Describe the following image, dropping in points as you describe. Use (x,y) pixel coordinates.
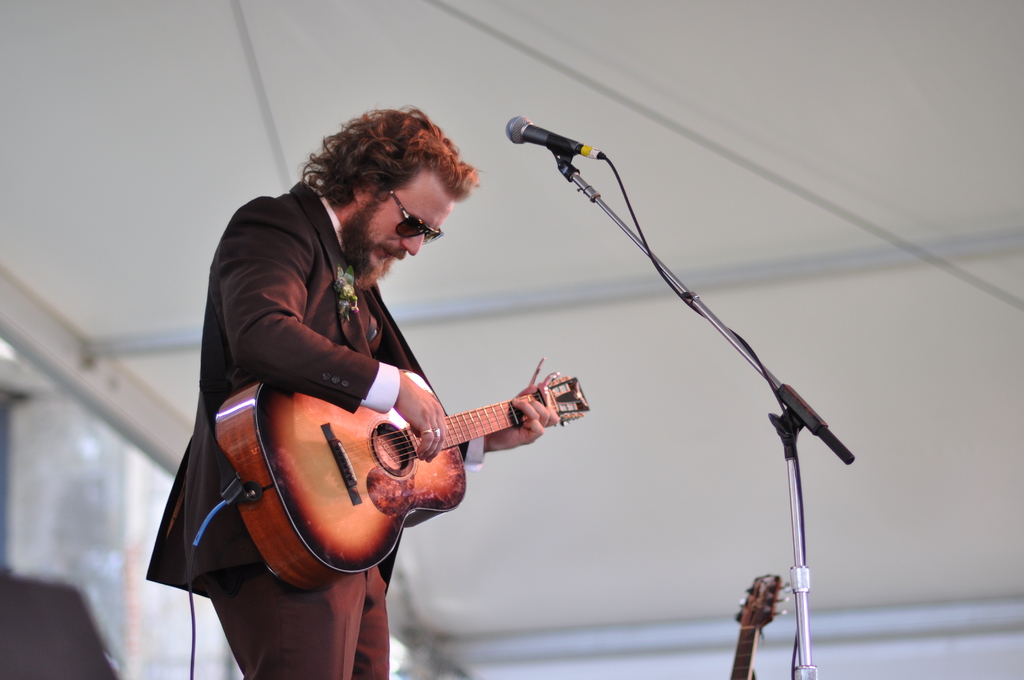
In this picture a man (430,416) is highlighted. He wore brown colour goggles (418,226). We can see a guitar (240,444) in his hands (521,396). This is a mike (535,134). He wore a brown colour attire (374,328).
